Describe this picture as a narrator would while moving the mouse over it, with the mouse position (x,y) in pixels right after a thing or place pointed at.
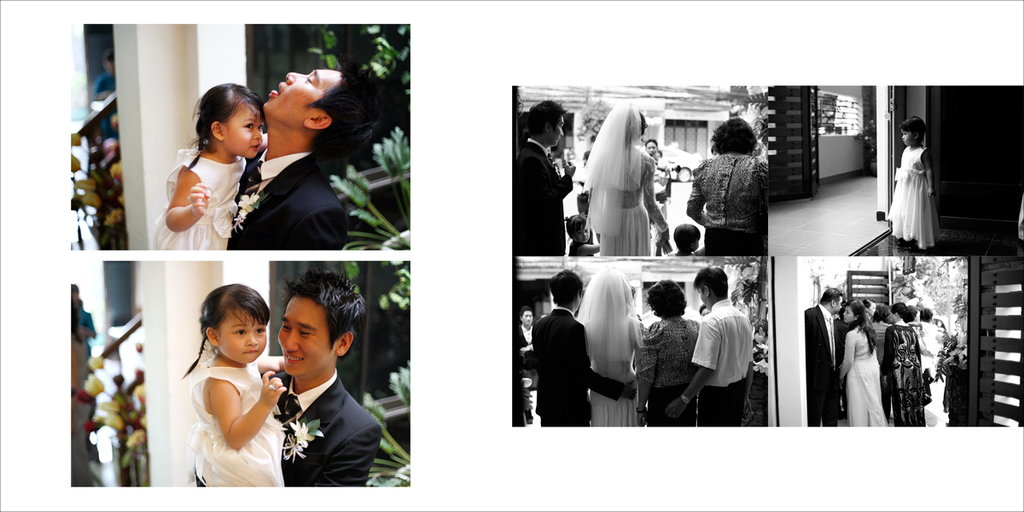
In this image I see the collage of pictures and I see this man (291,114) is wearing suit (266,227) and he is holding a girl (226,287) in his hands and I see that he is smiling and I see few people (612,294) and I see the plants (355,262) and the flowers (129,448) over here.
